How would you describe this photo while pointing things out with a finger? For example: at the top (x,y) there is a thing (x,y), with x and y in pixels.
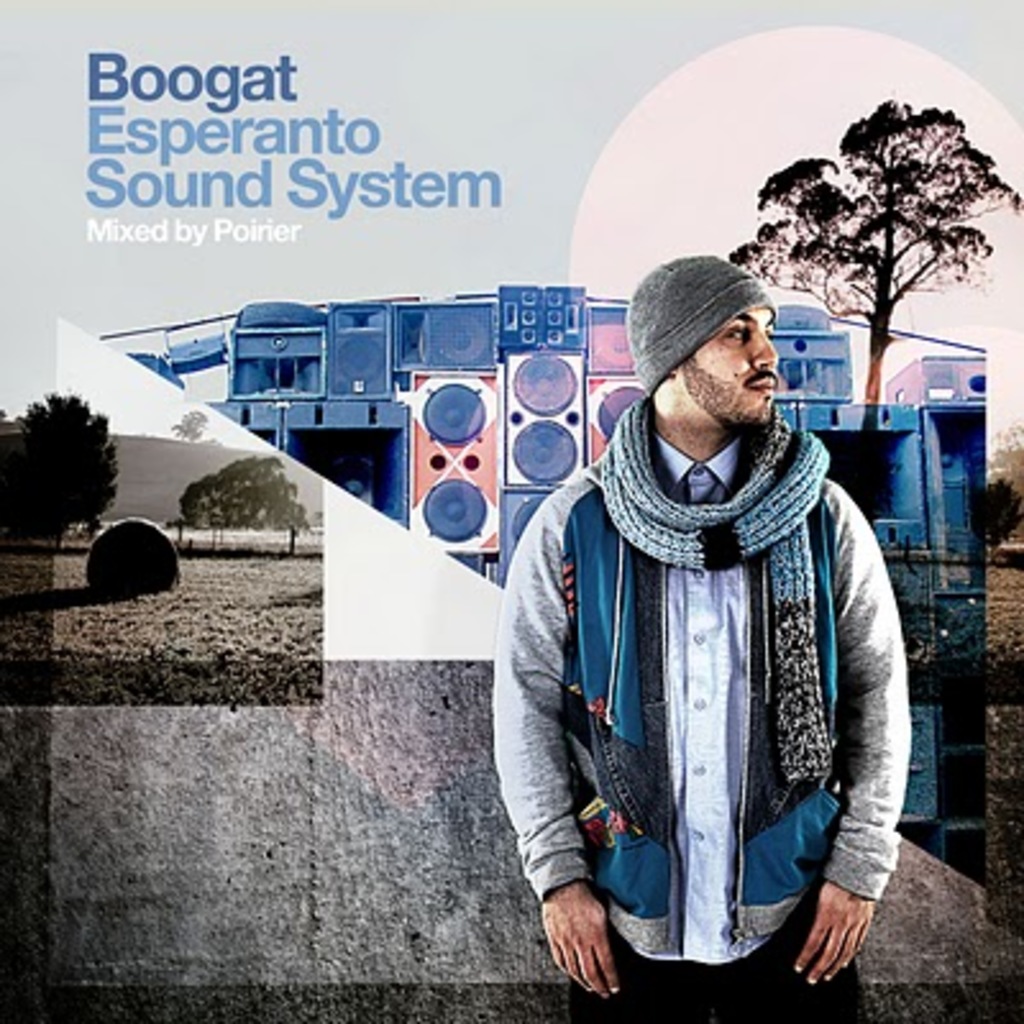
This is an edited image. On the right (726,403) there is a person (731,555) wearing shirt (716,601) and standing on the ground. On the left (211,634) we can see the ground (185,618), plants (297,490) and some other objects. In the background (537,76) there is a sky (560,46), a white color object (704,74) seems to be the sun (758,198) and we can see the tree (901,218) and a blue color object (461,374). At the top (283,77) there is a text (148,77) on the image.
